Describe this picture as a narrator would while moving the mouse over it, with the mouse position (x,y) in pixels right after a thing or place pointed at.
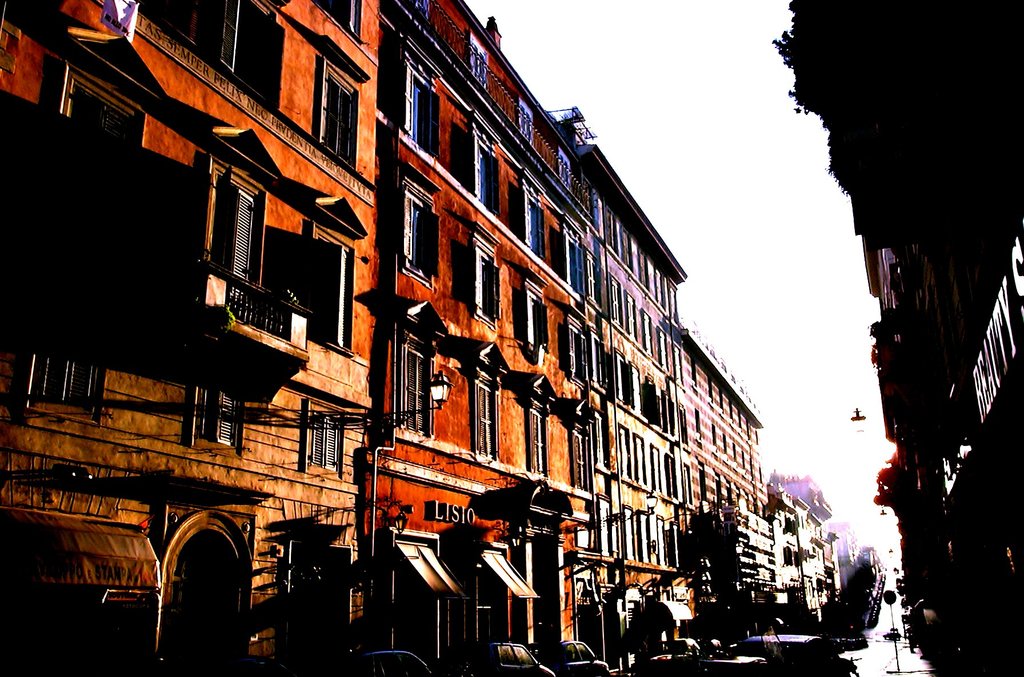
In this image there are buildings (699,371). At the bottom (572,654) we can see cars (736,652). In the background (772,317) there is sky (705,191).
